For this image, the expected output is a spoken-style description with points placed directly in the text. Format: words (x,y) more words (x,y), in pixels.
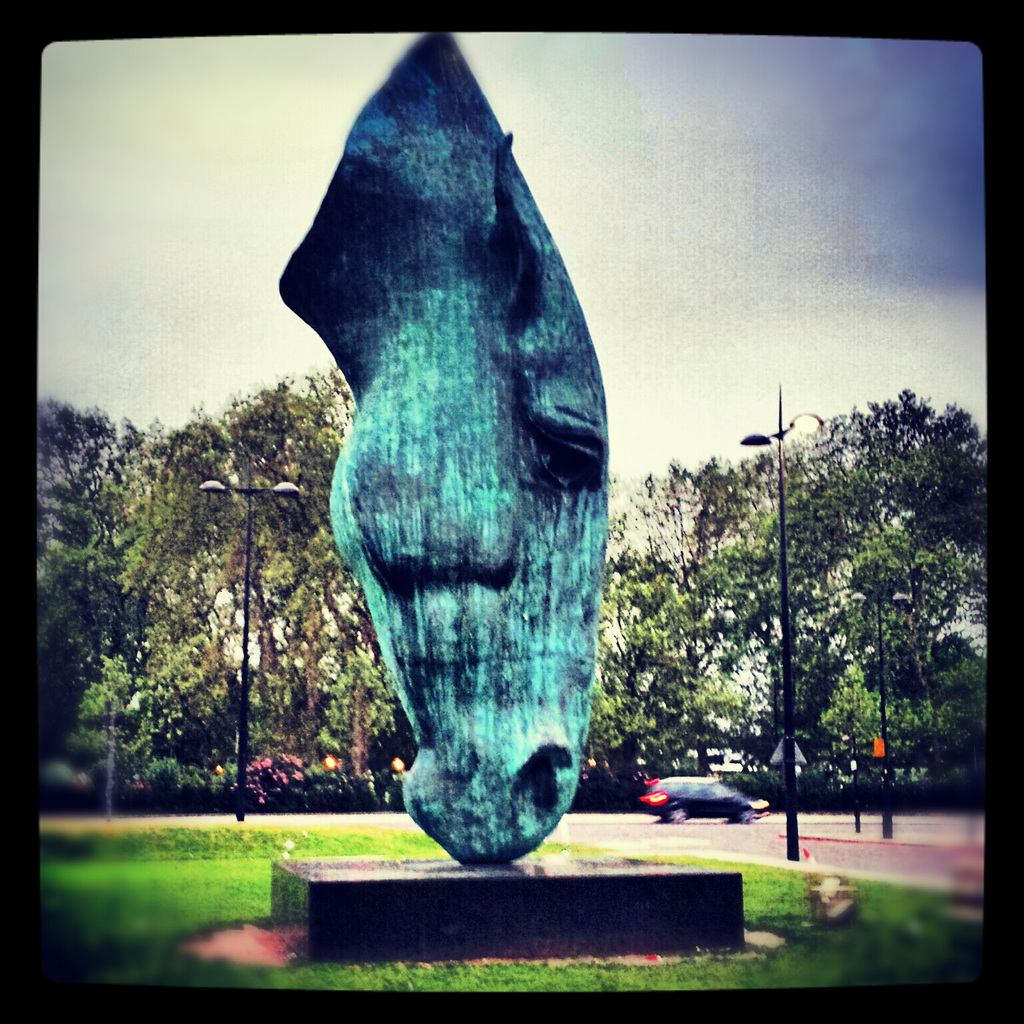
In this image in the center (490,561) there is one sculpture (477,569), at the bottom (143,903) there is grass (130,915) and in the background (615,523) there are some trees (287,530), poles (249,530) and street lights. On the top of the image (659,220) there is sky (685,284) and in the center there is one car (713,789).
